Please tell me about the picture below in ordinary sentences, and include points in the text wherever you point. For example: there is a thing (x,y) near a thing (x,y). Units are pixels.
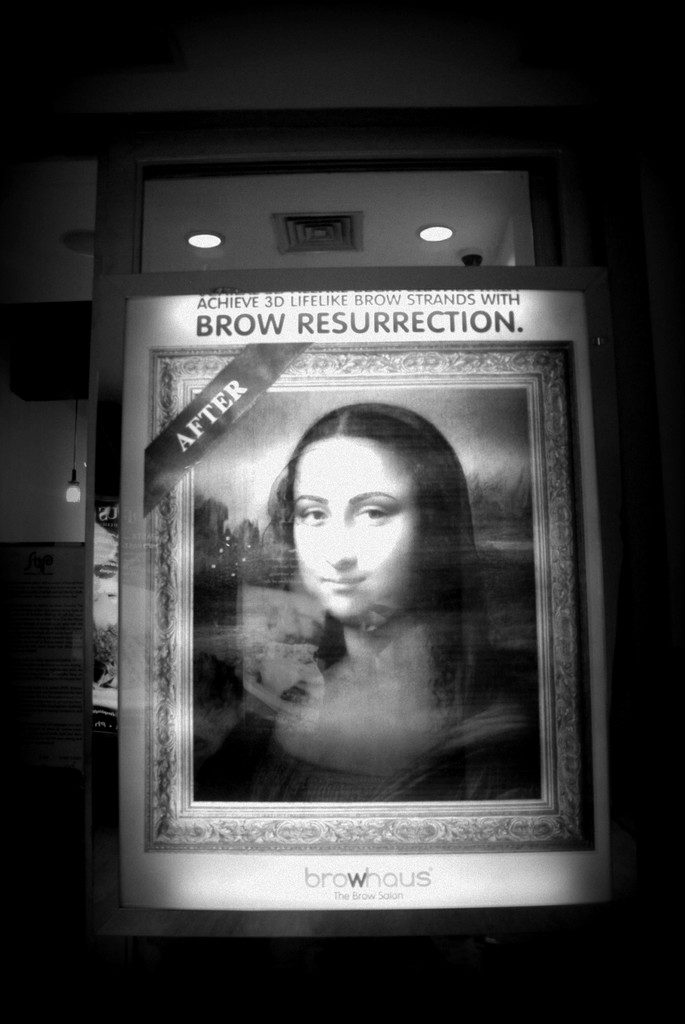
In this Image I can see the board (326,841). In the board (326,841) there is a person (341,673) I can see something is written in the top of the board (254,351). In the back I can see the lights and this is a black and white image.
